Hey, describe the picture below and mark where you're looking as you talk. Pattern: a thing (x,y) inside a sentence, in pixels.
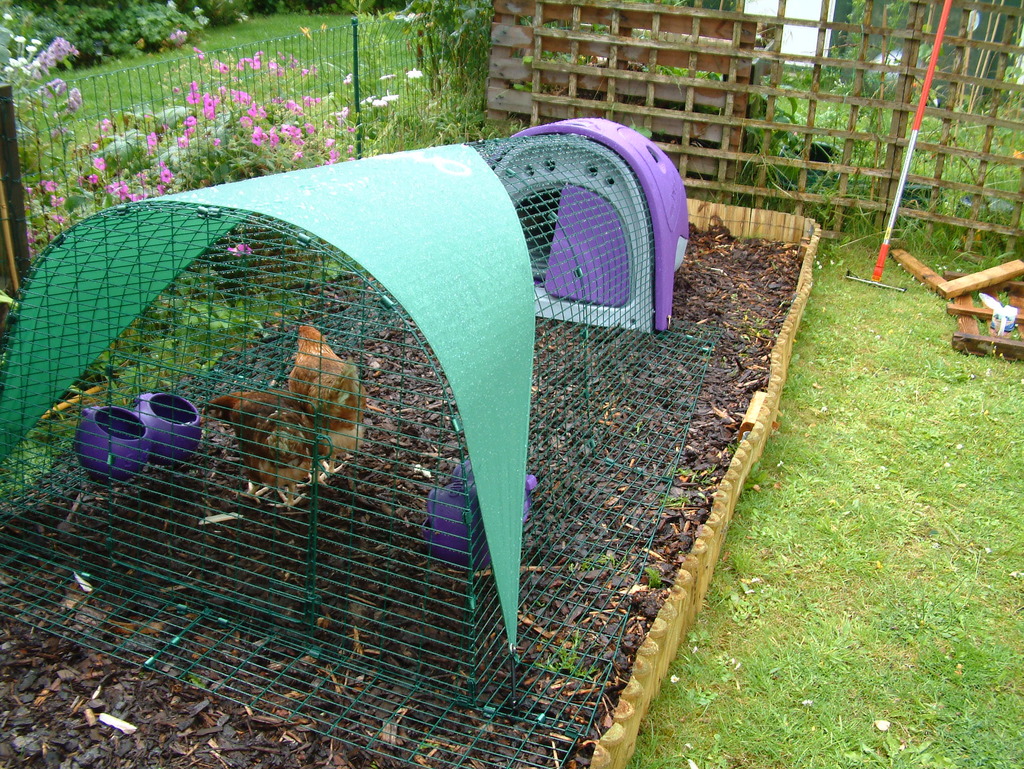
In this image on the left side (246,457) there are some hens (310,407) which are in some basket (404,460), at the bottom (296,694) there is some scrap (539,613) and grass (827,380). In the background (571,96) there is a fence (826,128) and some plants (250,100), flowers (276,85) and trees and there is one pole (876,267) and some wooden sticks (953,293).
